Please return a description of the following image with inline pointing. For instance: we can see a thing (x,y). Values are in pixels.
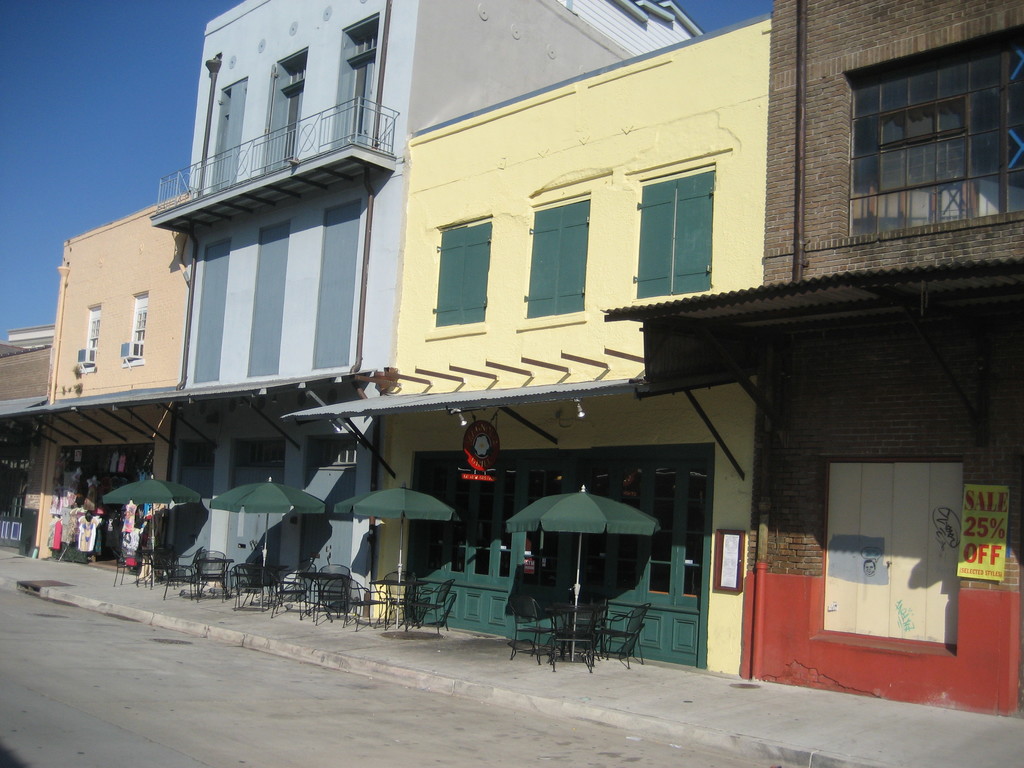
In the image we can see there are many buildings (538,304), umbrellas (607,526) and chairs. This is a footpath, fence (209,165) and a sky (154,60), we can even see there is a cloth shop (97,518), this is a poster (978,521) and a window (869,150).
